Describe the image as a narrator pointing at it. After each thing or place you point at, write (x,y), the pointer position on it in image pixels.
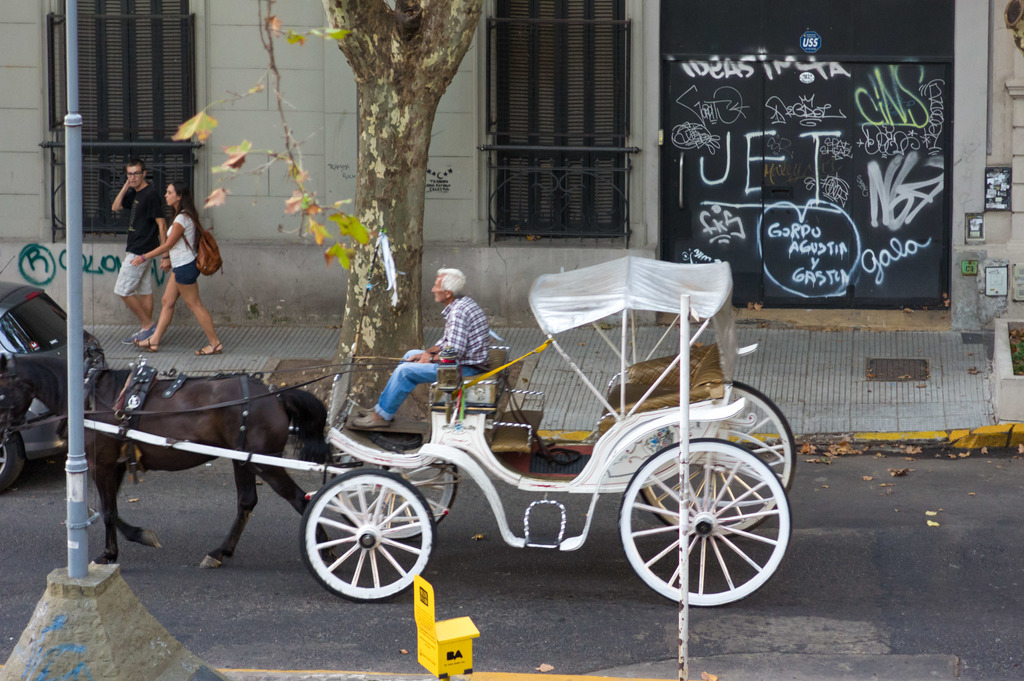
In this picture we can see the road (466,608) one horse cart (355,452) is there one person (405,367) is riding a horse cart (244,398) beside there is a footpath (296,332) two people (143,205) are walking one woman (179,240) is holding a bag (212,251) back we can see the tree (419,184) beside the road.
